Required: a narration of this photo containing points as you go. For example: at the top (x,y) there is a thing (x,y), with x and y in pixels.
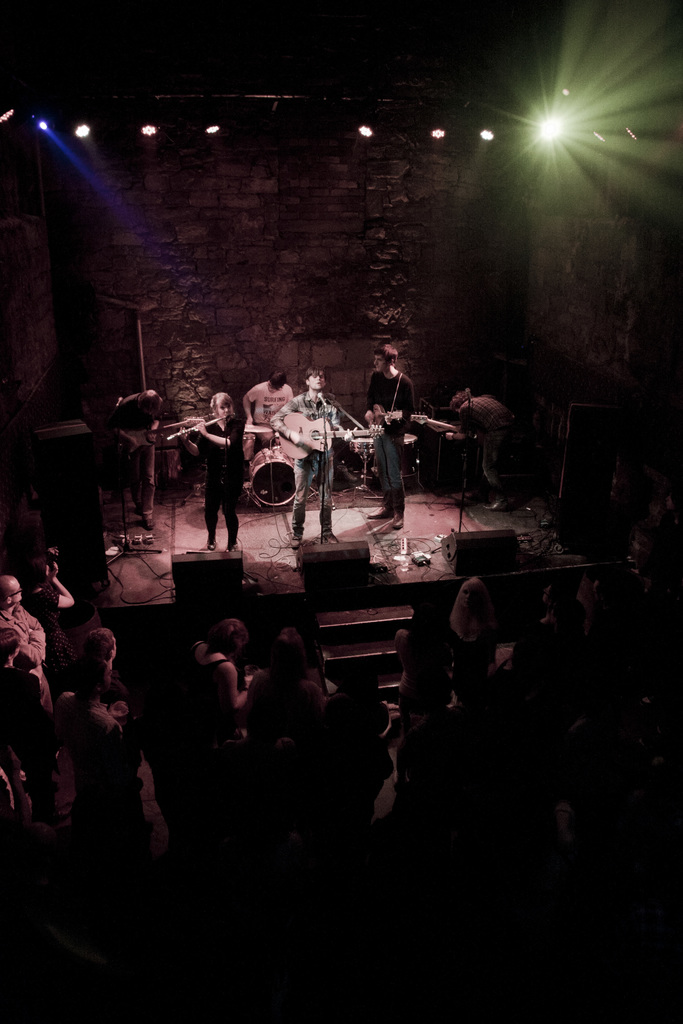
In this image we can see few persons (327,416) are playing musical instruments (301,420) on the stage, one of them is playing flute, another one is playing drums (271,442), three persons (280,424) are playing guitars (306,431), one person (302,410) is singing, there are few mics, speakers (312,551), lights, in front of the stage (375,551) there are few people (358,719) listening to the music, we can also see a wall (447,302).
